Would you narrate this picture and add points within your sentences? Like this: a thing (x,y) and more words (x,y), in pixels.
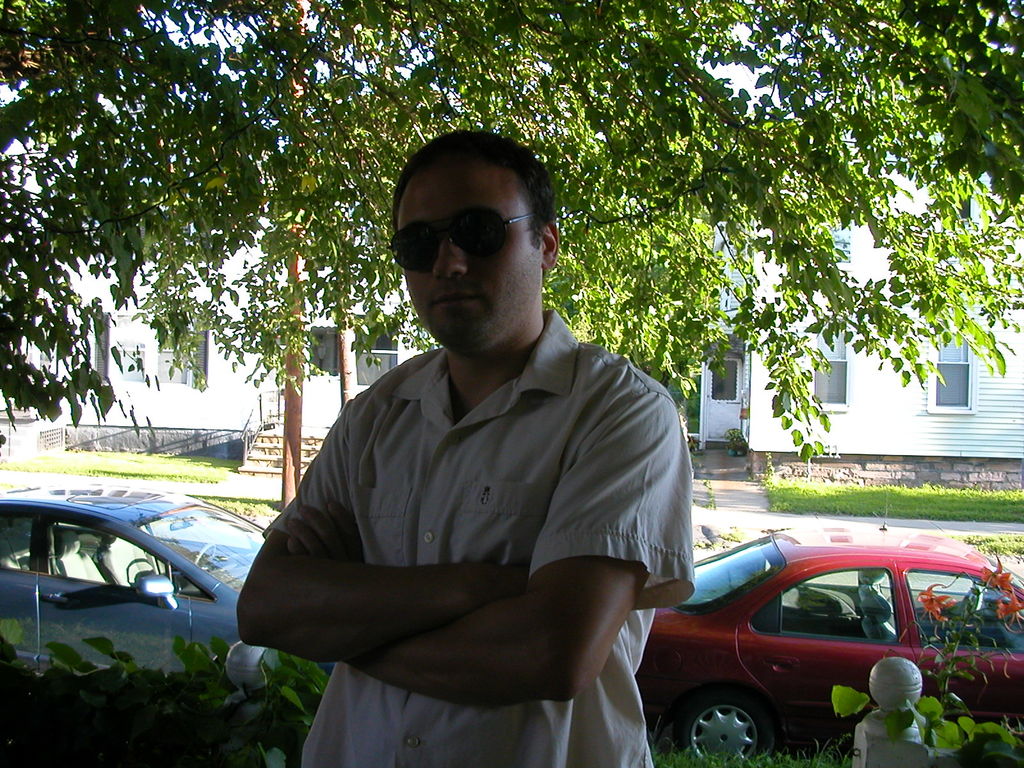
In this image we can see a person (479,556) with goggles (473,232), there are few plants (254,728), trees (273,185), two cars (801,617) and buildings (826,373) in the background (843,477).
